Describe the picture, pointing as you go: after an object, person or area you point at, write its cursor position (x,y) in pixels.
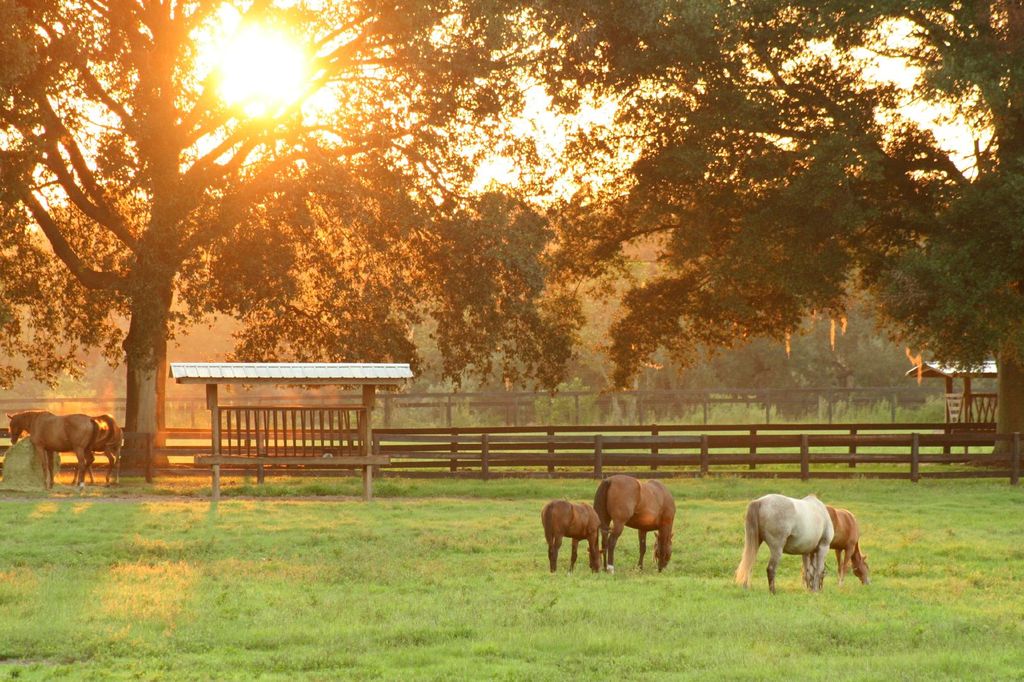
In the picture I can see horses (747,562) standing on the ground (507,636). In the background (375,465) I can see trees (297,344), grass (399,598), fence (624,450), the sky (320,36), the sun (300,67) and some other things (254,377).
